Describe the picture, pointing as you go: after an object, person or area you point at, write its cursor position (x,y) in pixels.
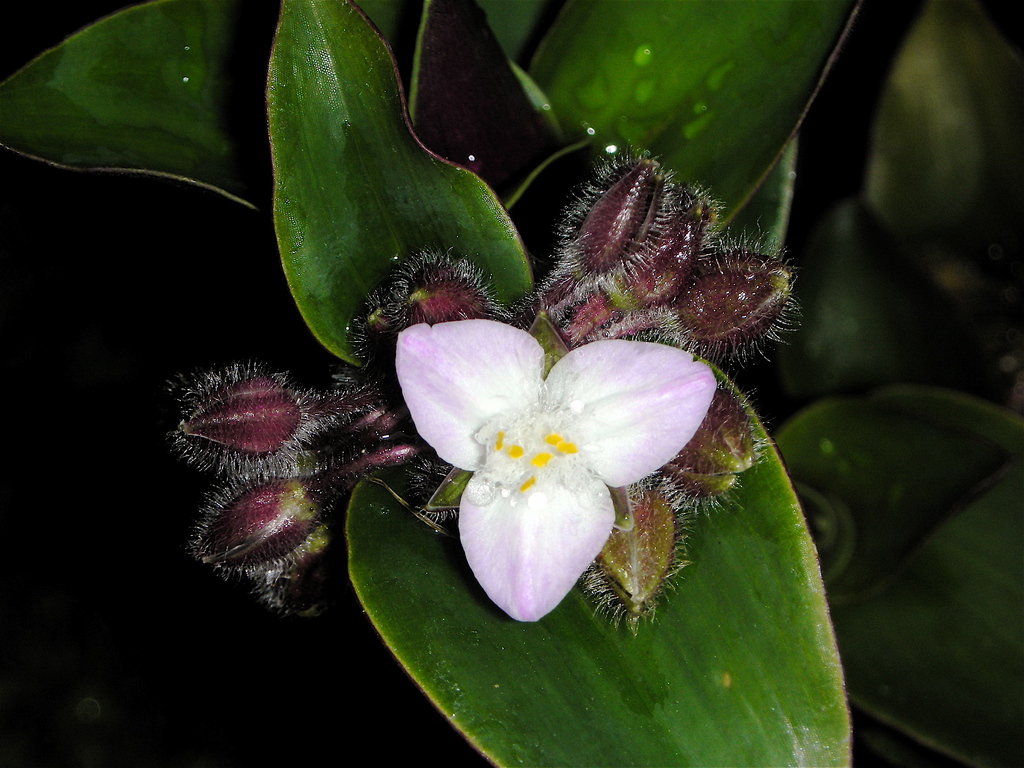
In the picture I can see the white spiderwort flower plant (578,443).
